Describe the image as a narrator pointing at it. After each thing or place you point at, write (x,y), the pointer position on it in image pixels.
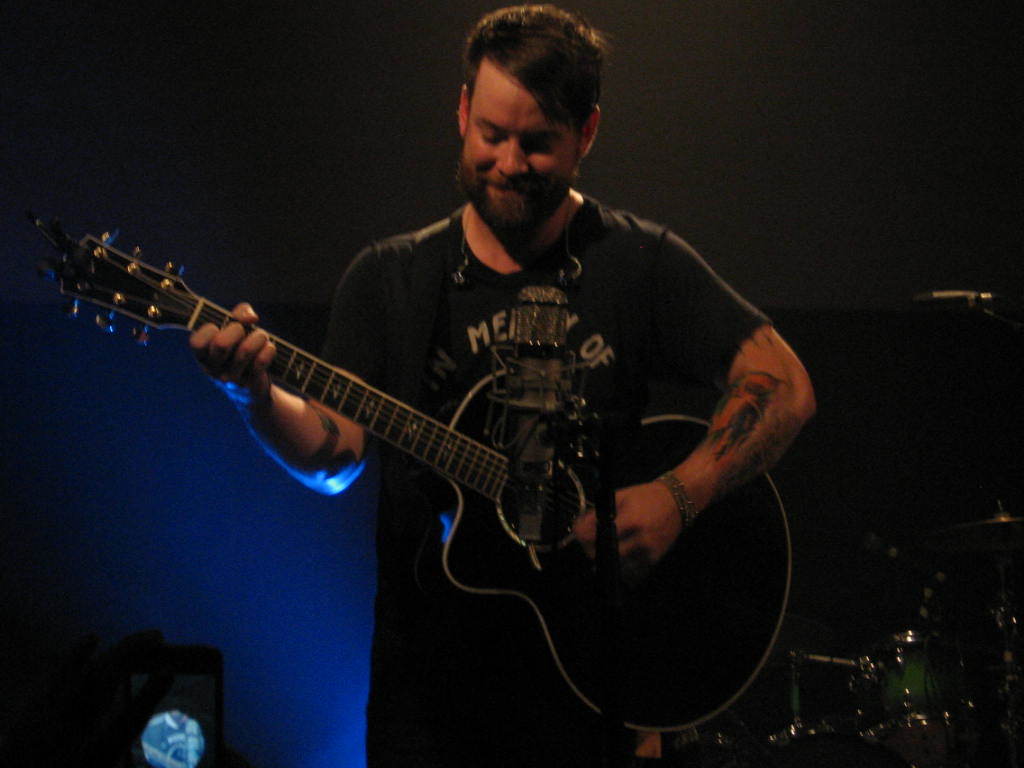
In this picture we can see one person (452,627) is standing and playing guitar (475,469).
